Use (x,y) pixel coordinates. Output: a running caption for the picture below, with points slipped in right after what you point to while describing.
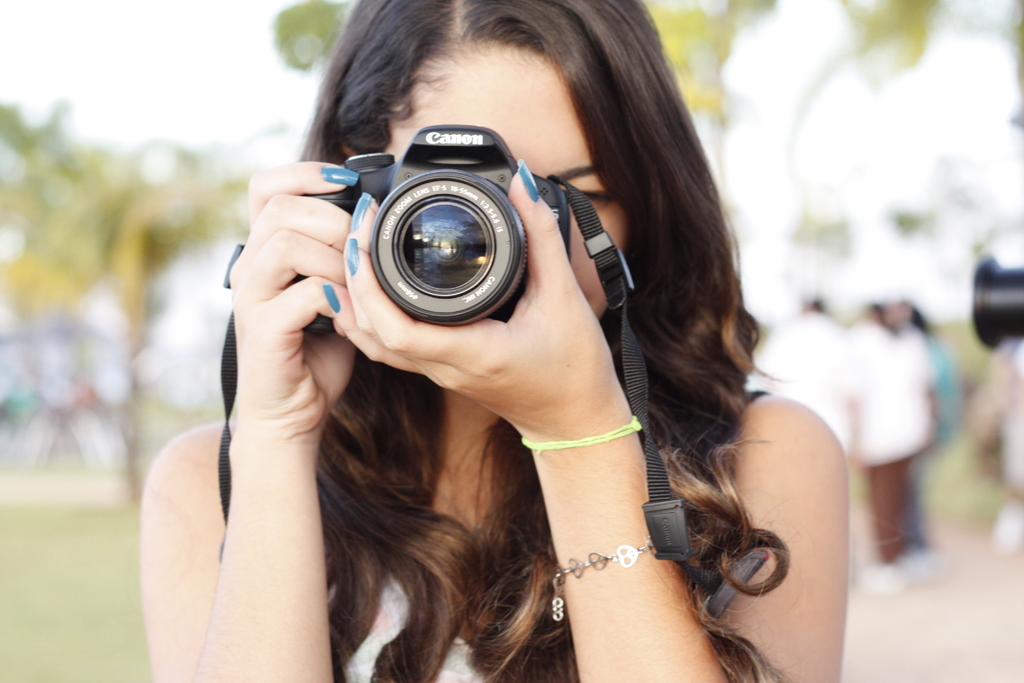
a person (547,206) is standing, holding a canon camera (472,235) in her hand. behind her there are other people (878,388) standing at the right (883,505) and there are trees (130,213) at the back (133,264). the person (548,570) at the front (554,642) is wearing blue nail polish (333,175) and a bracelet (578,564) in her hand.
